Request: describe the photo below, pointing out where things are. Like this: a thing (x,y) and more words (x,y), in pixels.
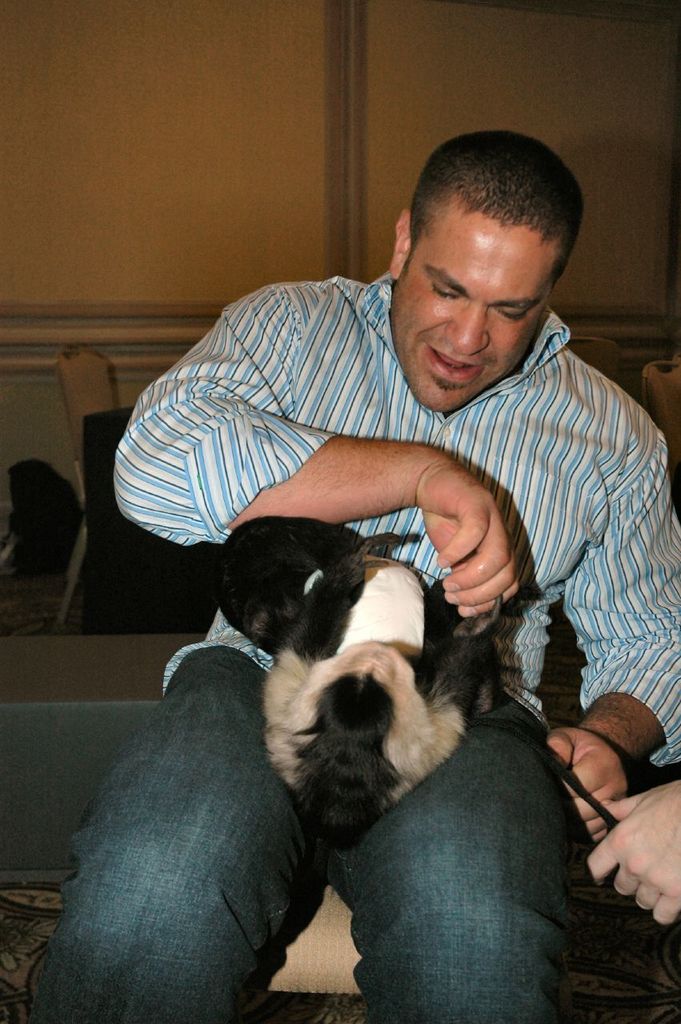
In this image there is one person (396,865) sitting on the chair (312,923) and holding to an animal (360,750) as we can see on the right side of this image (480,586) and there is a wall (212,274) in the background (263,205).
